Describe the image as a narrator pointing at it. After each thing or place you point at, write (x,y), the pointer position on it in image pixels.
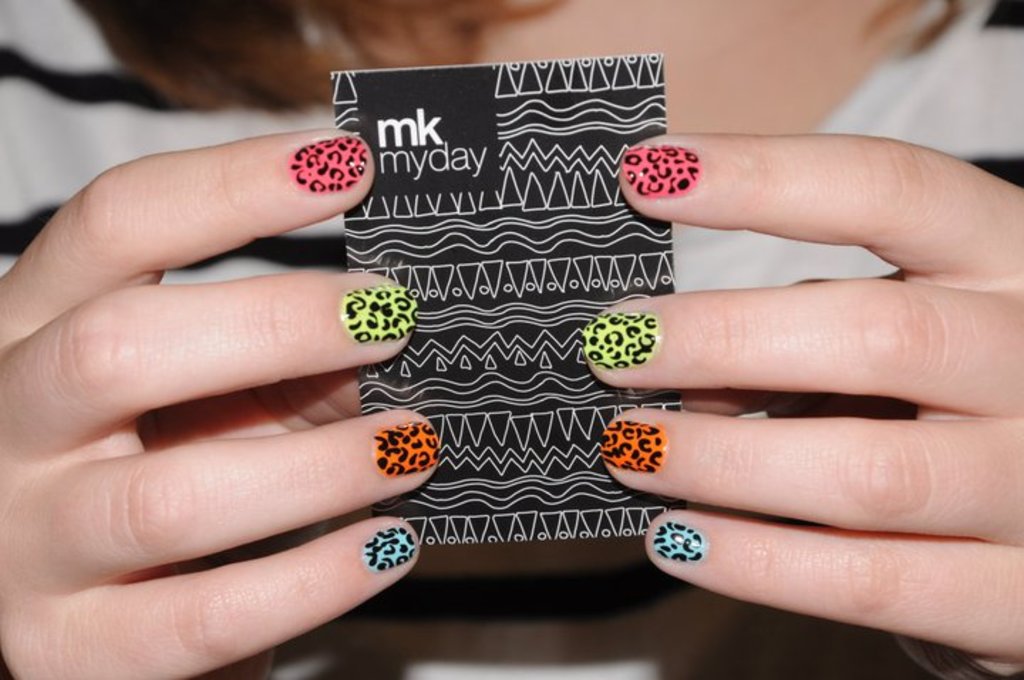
In this picture we can see a person (104,497) holding a card (399,273) with hands (152,611) and on nails (639,157) we can see nail polish (300,187).
